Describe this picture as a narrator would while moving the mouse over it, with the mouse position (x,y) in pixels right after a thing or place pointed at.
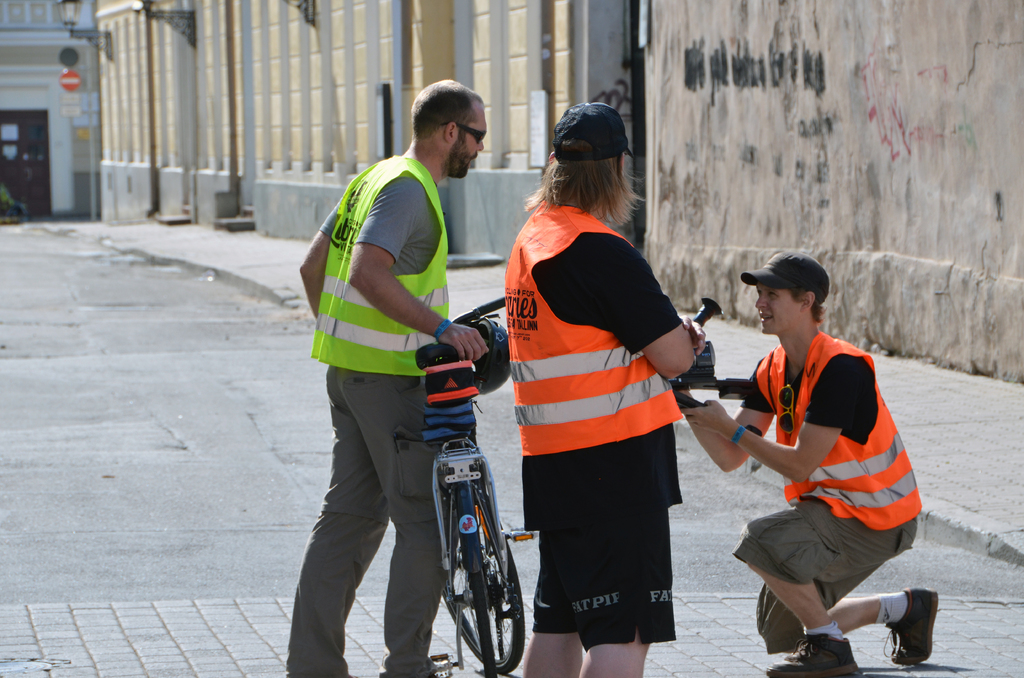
On the right side of the picture (767,60) we can see the wall (946,133). On the left side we can see a door (28,166). In this picture we can see a man (925,628) kneeling down and he is holding a device (714,384) in his hand (725,408). We can see another man (458,163) wearing goggles (476,132) and holding a bicycle (489,317) with his hand (448,332) and bicycle (489,317) is on the road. In between them we can see another person (603,312) wearing a cap (600,144). At the bottom portion of the picture (201,483) we can see the road (149,489).
